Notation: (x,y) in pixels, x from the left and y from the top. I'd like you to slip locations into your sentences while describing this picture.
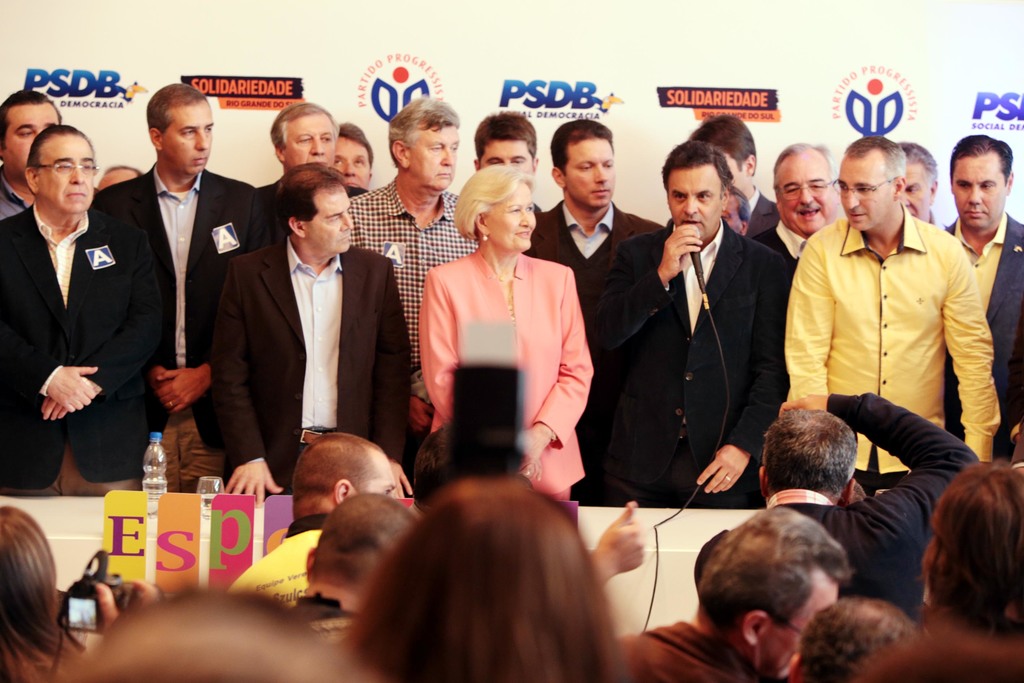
In this image I can see group of people (370,248) standing and one person (745,330) is holding a mic (702,305). I can see water-bottle (162,475) and glass (206,486) on the table (680,526). In front (83,611) I can see a person (49,603) holding a camera (101,583). Back Side I can see banner (533,99) and something is written on it with different color.
